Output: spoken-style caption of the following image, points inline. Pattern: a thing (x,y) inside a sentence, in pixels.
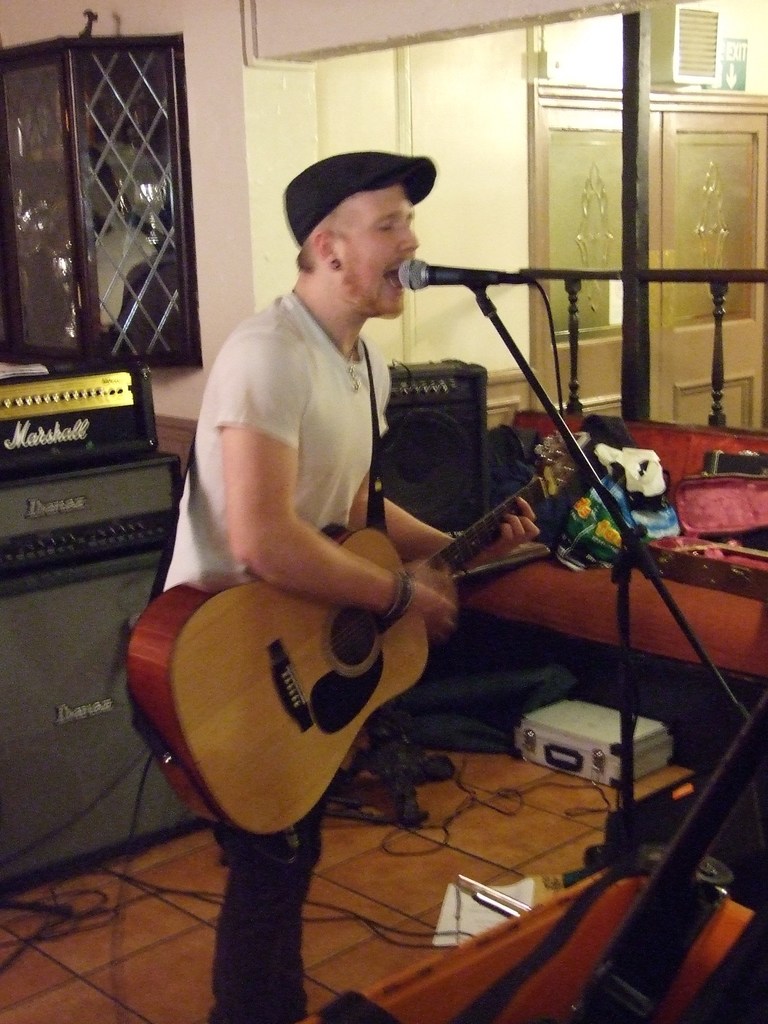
Here we can see a person (200,503) playing a guitar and singing a song with a microphone (475,278) in front of him and around him we can see some other musical instruments (114,521) present.
